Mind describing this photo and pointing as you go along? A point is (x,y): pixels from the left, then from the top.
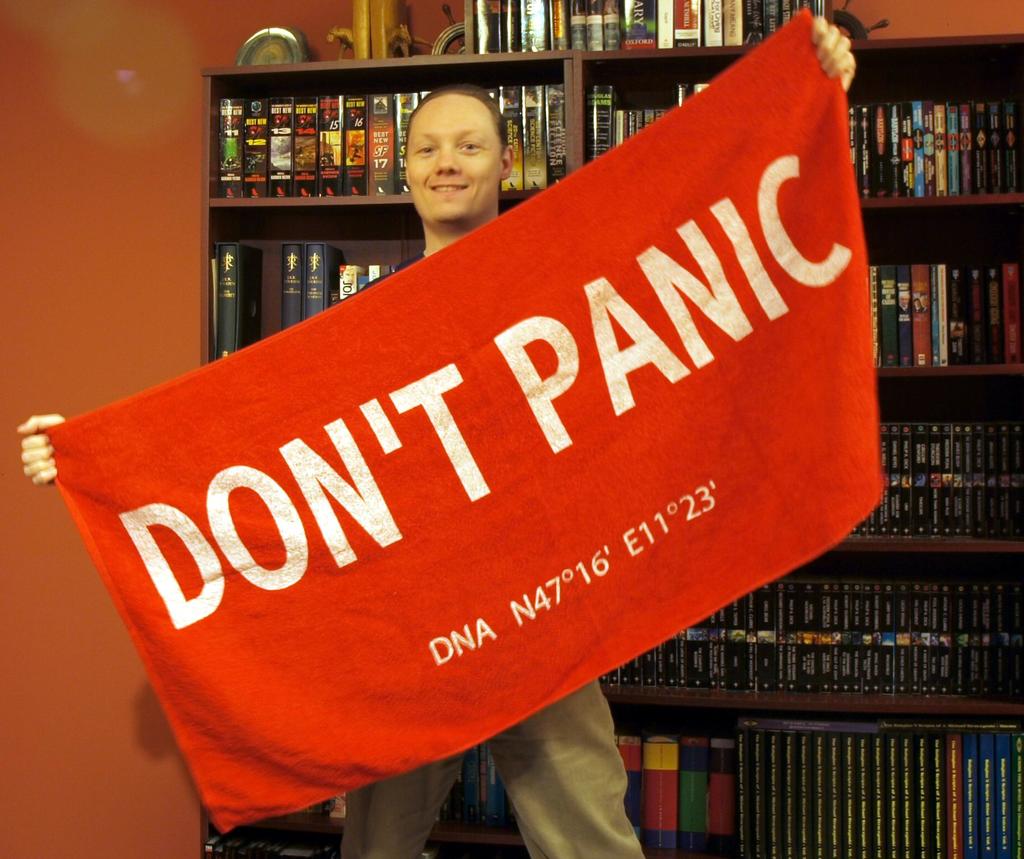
This image consists of a person (566,848), who is holding a cloth (568,382). On that ''Don't Panic'' is written. Behind him there are shelves (957,578) and there are so many books (763,747) in those shelves (223,837).
